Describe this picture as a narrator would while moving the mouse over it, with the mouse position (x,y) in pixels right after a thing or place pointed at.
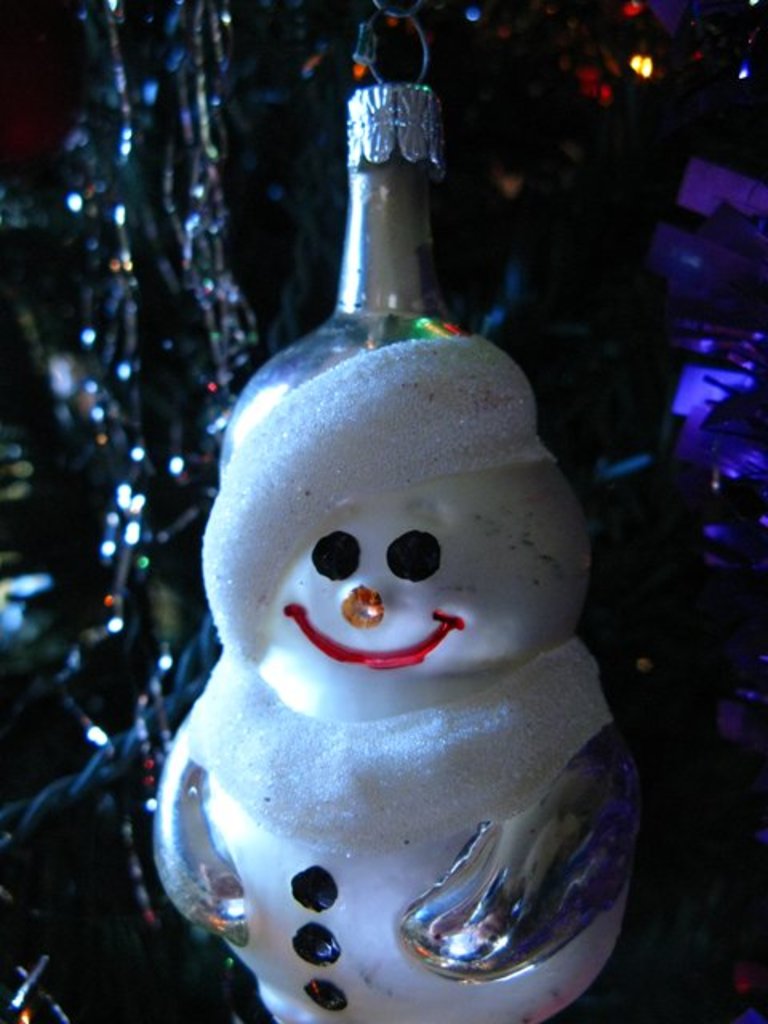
Here we can see a snowman ornament (402,601) with a hook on it. In the background (172,465) the image is not clear but we can see lights (102,438) and other objects (190,190).
